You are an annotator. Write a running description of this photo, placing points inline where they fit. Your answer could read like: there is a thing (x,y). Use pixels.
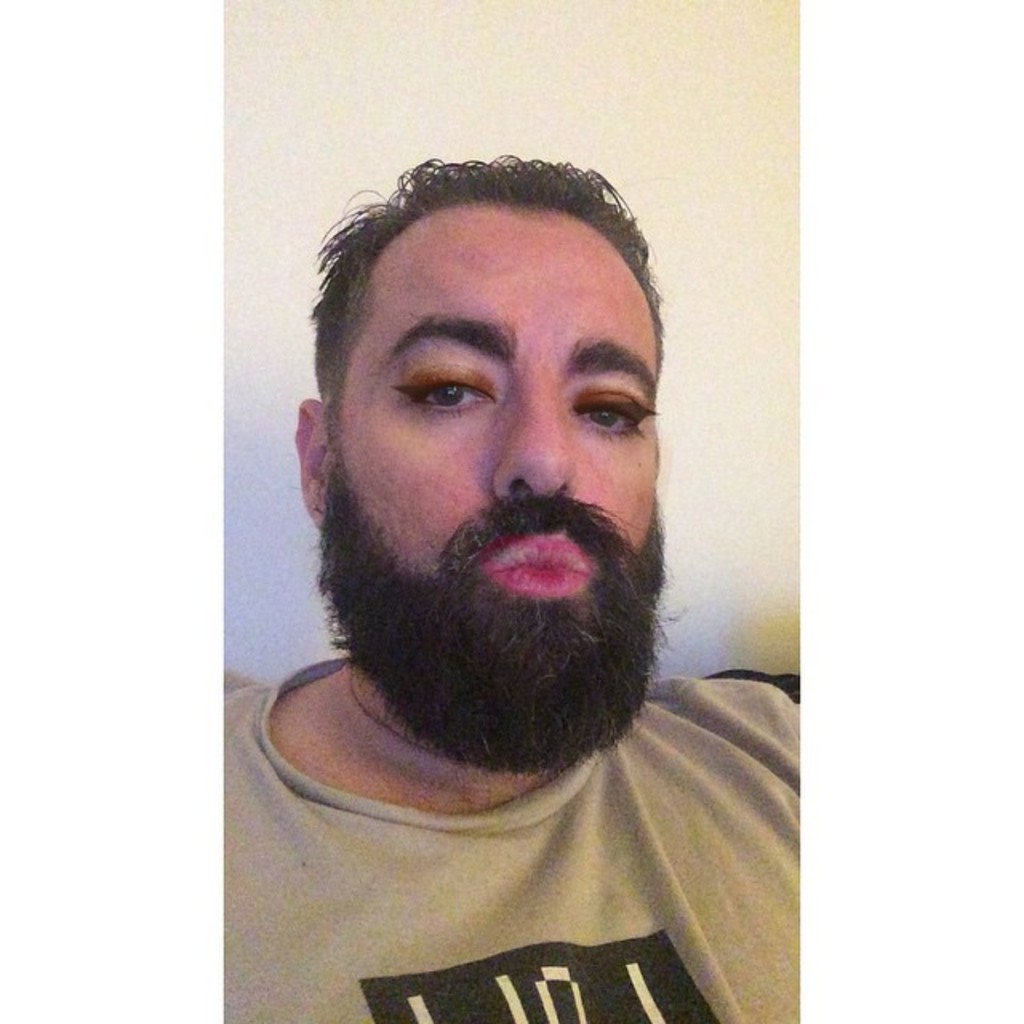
In this image I can see a man (589,720) sitting. He has beard (478,728) and he is using a makeup filter. There is a white wall (680,193) at the back (721,116).
